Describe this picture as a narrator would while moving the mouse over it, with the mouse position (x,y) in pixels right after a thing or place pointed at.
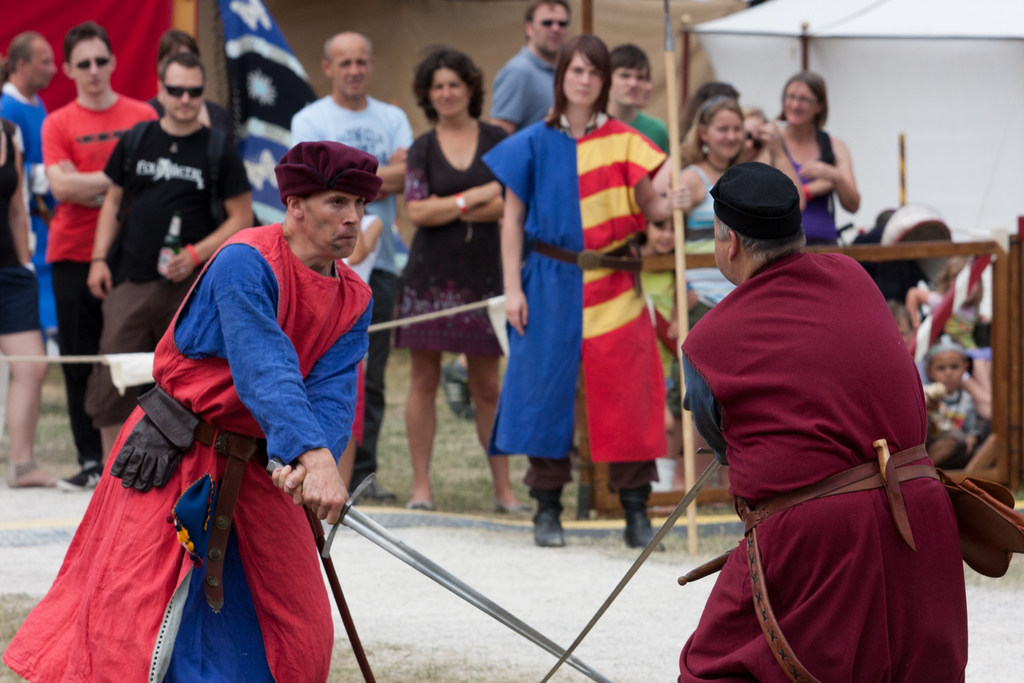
In this picture we can see two persons (197,456) are fighting with sword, around few people (553,178) are standing and watching and we can see flags (234,38).
